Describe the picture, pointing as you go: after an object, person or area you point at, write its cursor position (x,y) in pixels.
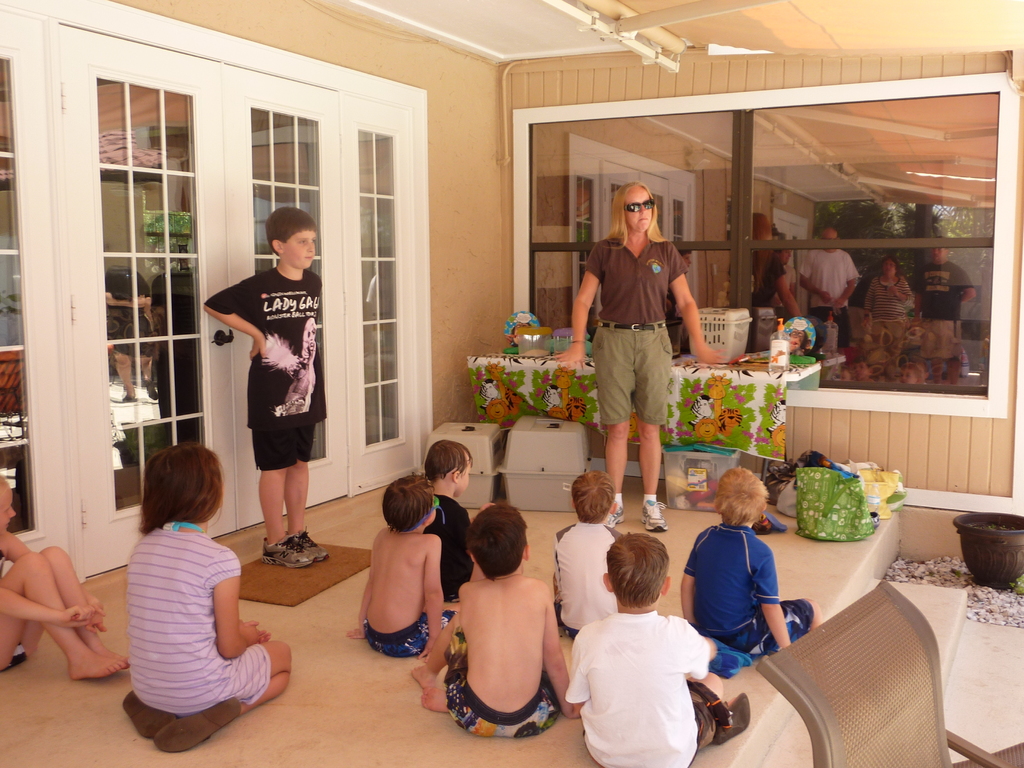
This image is taken outdoors. At the bottom of the image (433,714) there is a floor (338,756) and there is an empty chair (855,703). In the background (470,193) there is a wall (458,211). There are few glass doors (201,219). There is a window (828,209). At the top of the image (625,36) there is a roof (768,33). In the middle of the image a few kids (661,700) are sitting on the floor (330,677). A boy (300,245) is standing and a woman (612,322) is standing on the floor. There is a table (530,367) with a tablecloth (536,380), a basket (740,316), a bottle (777,364) and a few things (531,322) on it. There are three boxes (678,450) and a basket (826,508) on the floor (835,553). On the right side of the image (988,547) there is a pot (995,561) on the ground (1001,599).
